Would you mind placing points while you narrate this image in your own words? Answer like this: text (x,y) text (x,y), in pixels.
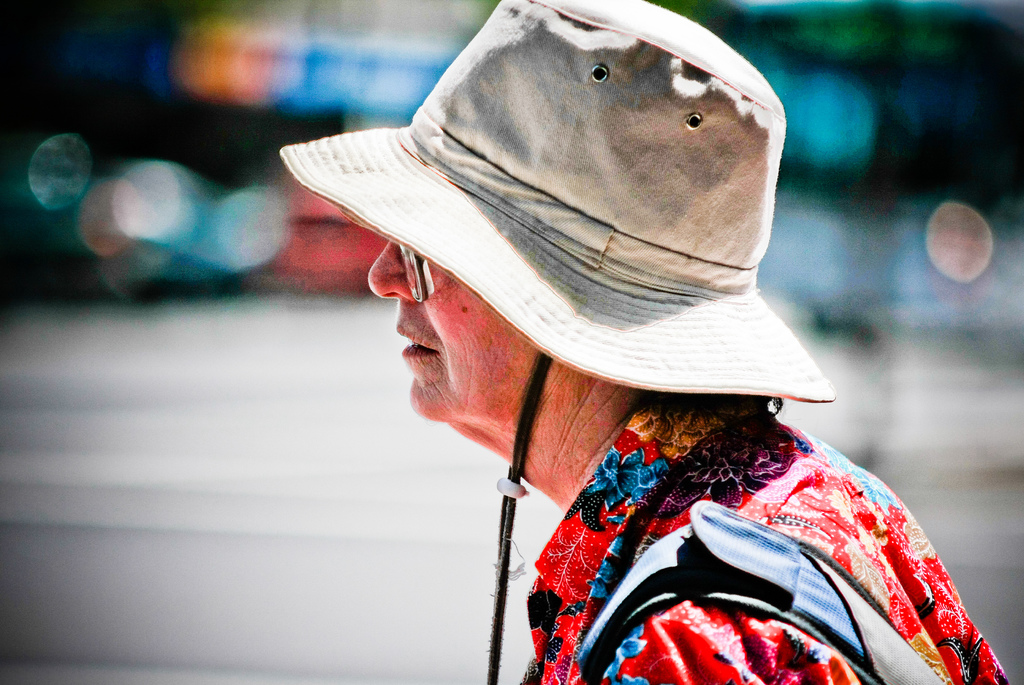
In this image we can see a person (729,439) wore a hat (737,305). There is a blur background (241,644).
